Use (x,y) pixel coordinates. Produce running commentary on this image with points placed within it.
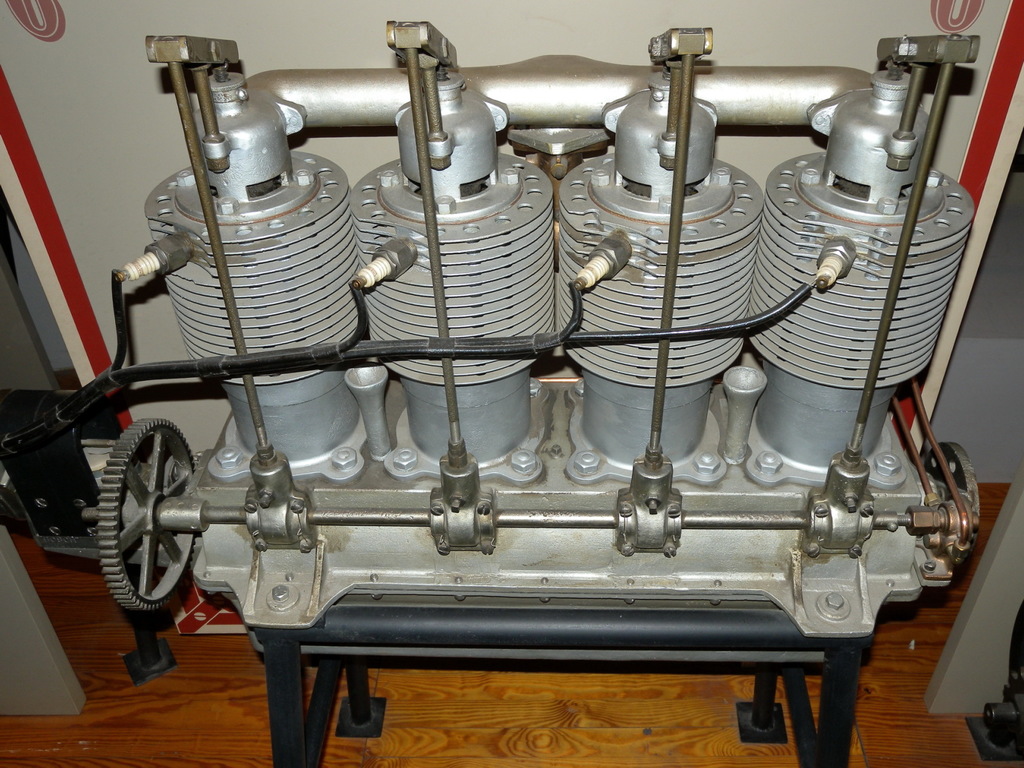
In this picture we can see the engine (827,505) placed on the stand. Behind there is a white wall (484,42).
